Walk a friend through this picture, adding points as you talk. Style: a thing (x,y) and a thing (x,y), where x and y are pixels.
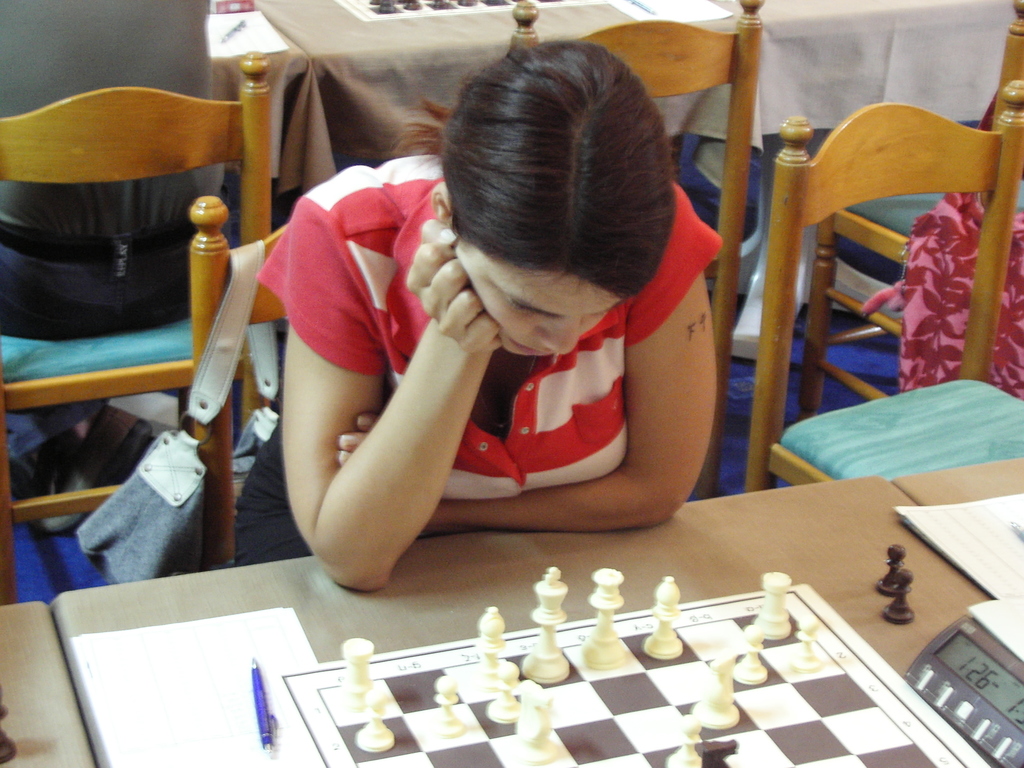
In this picture we can see woman (415,162) sitting on chair (220,278) and bag (211,416) where hanged to it and in front of her there is table (870,527) and on table (528,613) we can see chess board (453,742) and aside to that there is paper (239,650) and pen (262,735) and in the background (877,22) we can see same table (387,65) and on table (282,75) there is a cloth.
